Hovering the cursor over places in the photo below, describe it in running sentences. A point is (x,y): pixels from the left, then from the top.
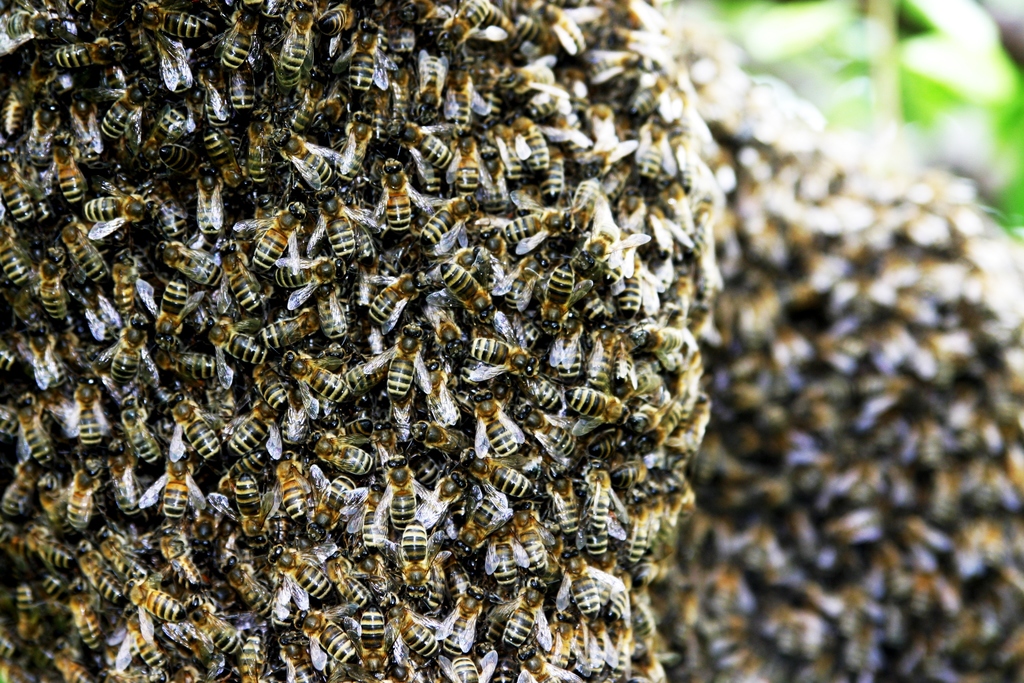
In this picture I can see honey bees (547,350).
